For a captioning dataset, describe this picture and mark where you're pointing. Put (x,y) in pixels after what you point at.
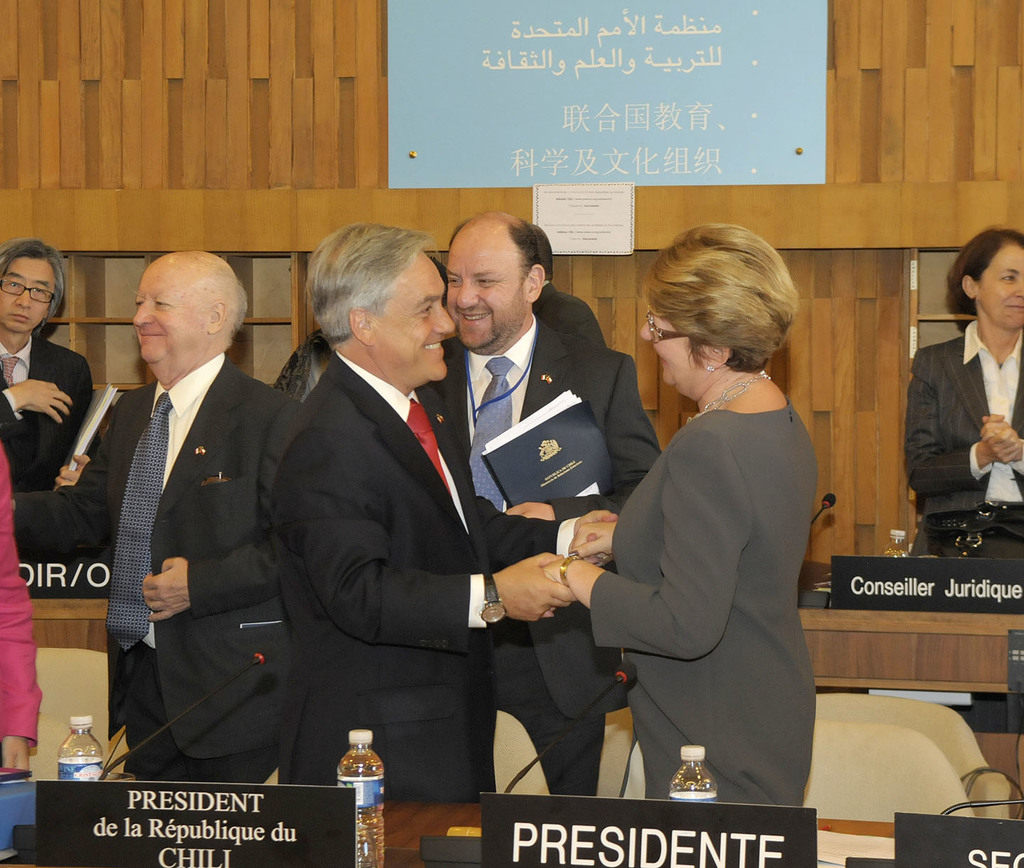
In this image I can see number of people (618,362) are standing and I can see all of them are wearing formal dress (327,574). In the front of them I can see few mics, few bottles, few boards (327,837) and on these boards (719,825) I can see something is written. In the background (424,172) I can see few more boards (597,153) and on it I can see something is written. In the centre (604,413) and on the left side of this image (19,305) I can see two persons (566,501) are holding few things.
